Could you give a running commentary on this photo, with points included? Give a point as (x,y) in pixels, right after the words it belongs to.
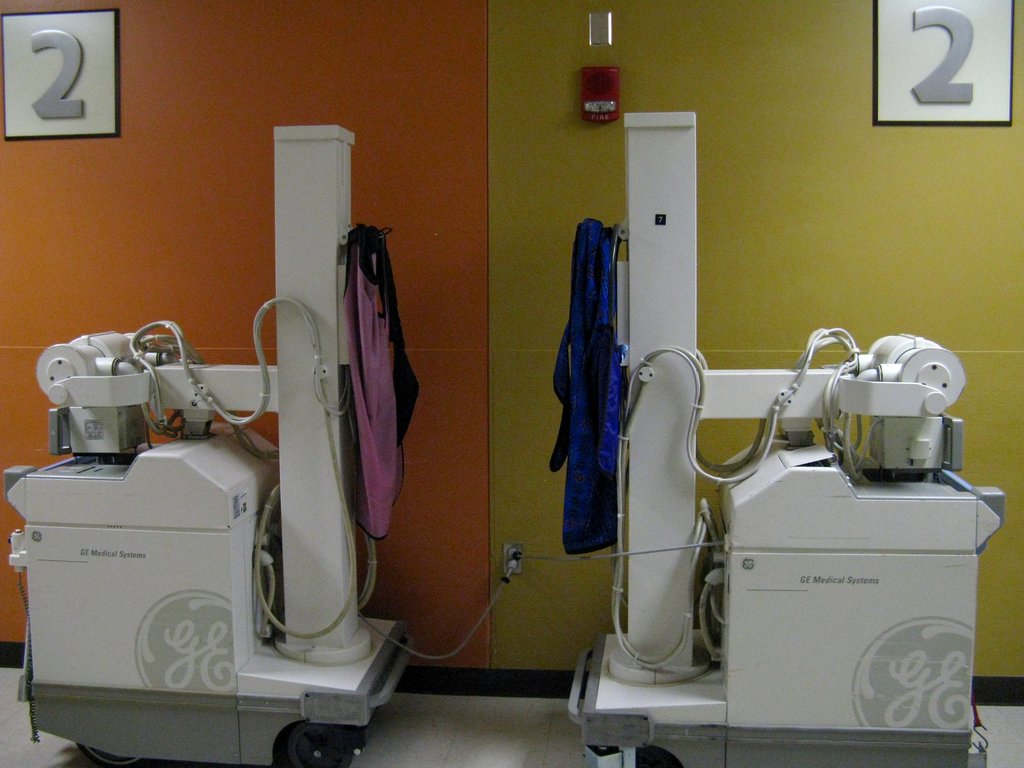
In the foreground of the picture (241,422) there are machines (266,577), cables (534,556) and cloth (606,377). In the background (434,55) it is wall (281,91), on the wall (494,124) there are posters (931,61) and a fire alarm (598,111).
